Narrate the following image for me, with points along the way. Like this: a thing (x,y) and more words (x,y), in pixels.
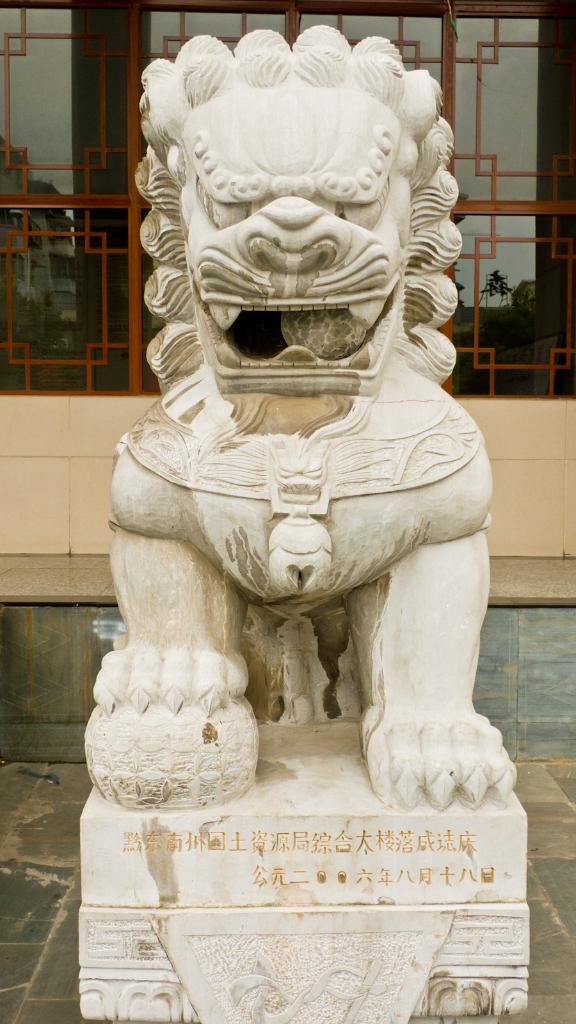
There is a statue (273,707) at the bottom of this image (312,806). We can see a glass wall (95,274) in the background (129,314).
